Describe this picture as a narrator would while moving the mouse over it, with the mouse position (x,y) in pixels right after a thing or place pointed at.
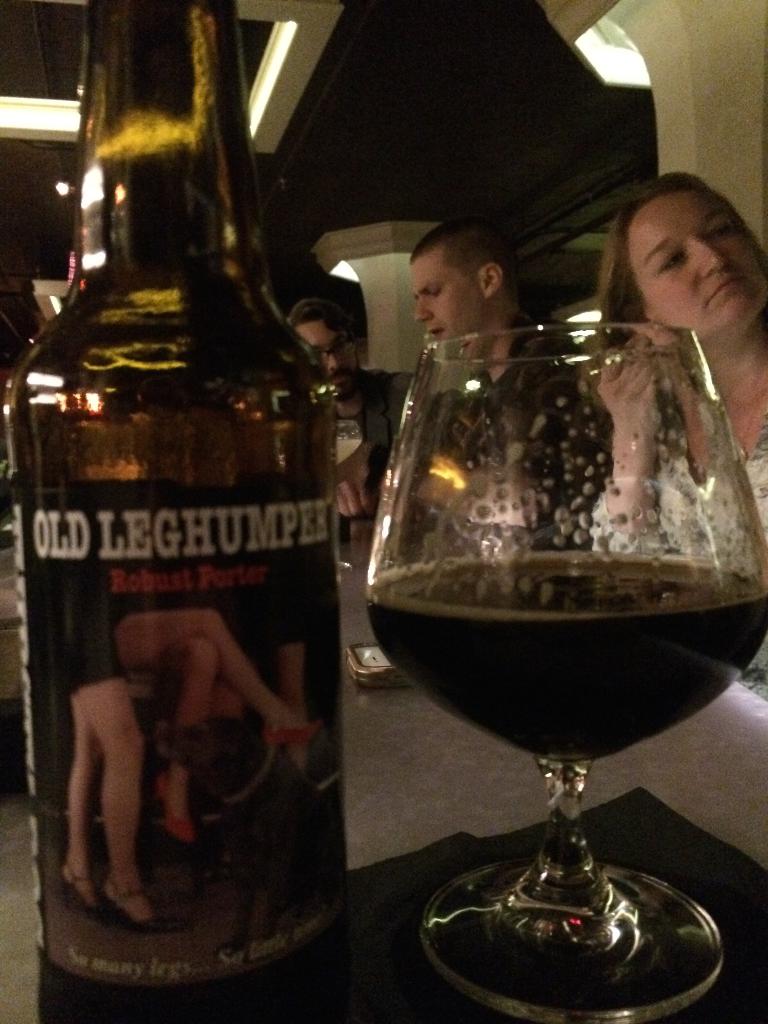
In this image we can see a label (172,630) on the bottle (208,848) and a glass (546,970) on the black color surface (665,839). In the background (494,342), we can see people (444,267), pillars (763,141) and roof (356,138). Behind the glass (450,649), we can see an object (368,664).
